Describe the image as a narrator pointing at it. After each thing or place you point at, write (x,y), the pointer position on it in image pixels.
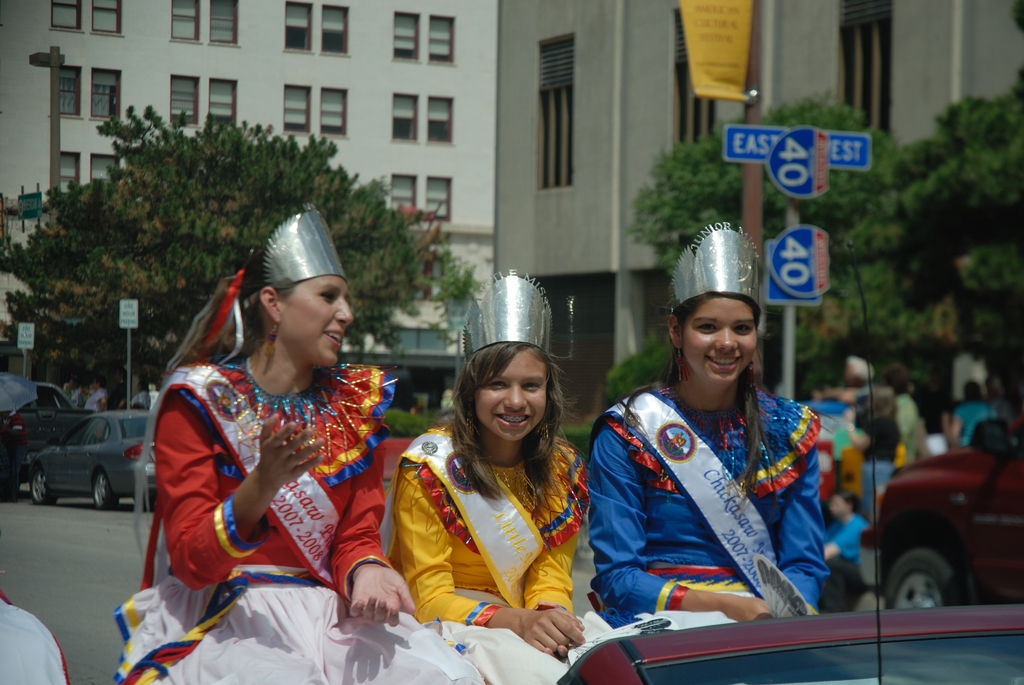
The image is in the city. In the image there are three woman (519,515) sitting on car (708,627), on right side (792,281) we can see group of people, hoardings (812,277), trees (914,225), buildings (666,128), windows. On left side (56,474) there are few cars (74,409) and hoardings (128,302), in background (228,67) there is a white color building (424,34).
